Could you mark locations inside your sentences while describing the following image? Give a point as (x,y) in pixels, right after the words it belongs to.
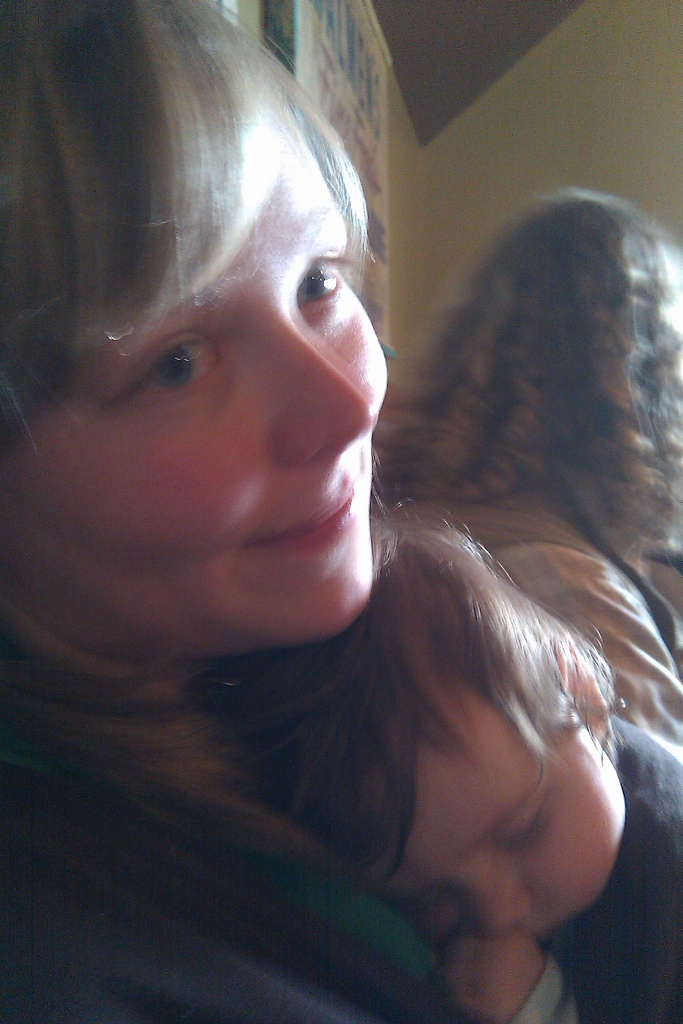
In this image in the foreground (32,526) there is one person (662,860) who is holding a baby (519,738) and beside her there is another woman (596,462) who is sitting. In the background (387,114) there are some boards (321,95) on the wall (533,154).
